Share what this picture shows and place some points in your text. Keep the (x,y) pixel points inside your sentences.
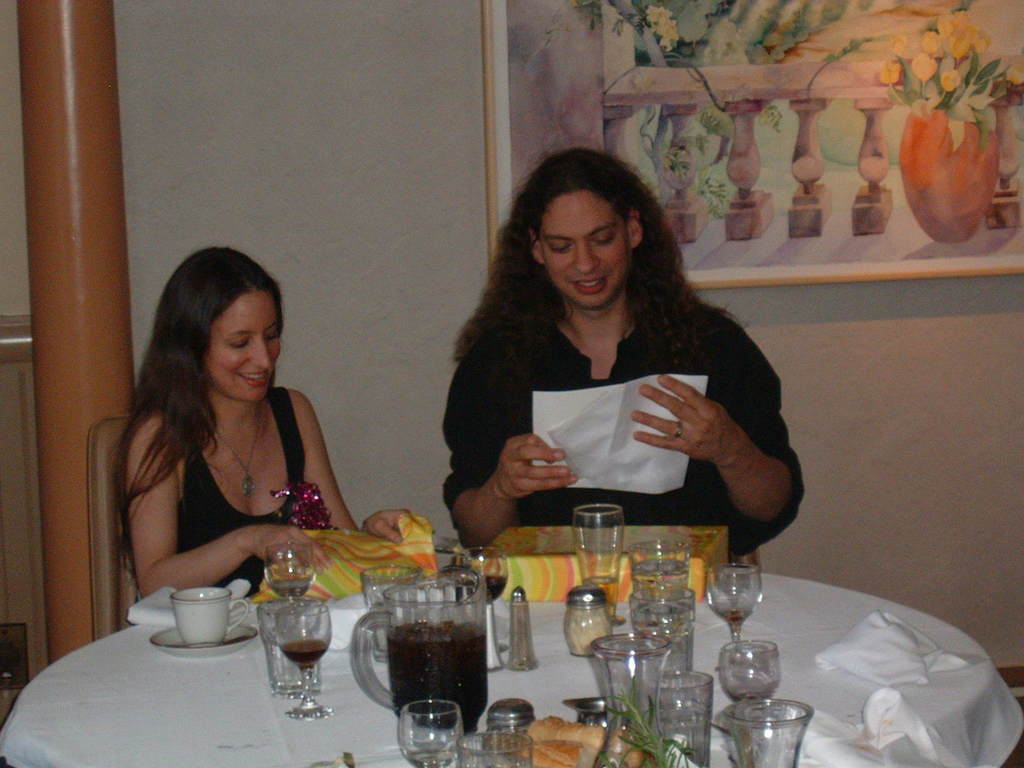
In this picture we can see a woman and a man (572,498) sitting on the chairs (104,451). This is table (215,656). On the table (248,726) there are glasses (447,730), jar (459,621), and a cup (199,598). On the background (350,197) there is a wall (434,120) and this is frame (830,173).
